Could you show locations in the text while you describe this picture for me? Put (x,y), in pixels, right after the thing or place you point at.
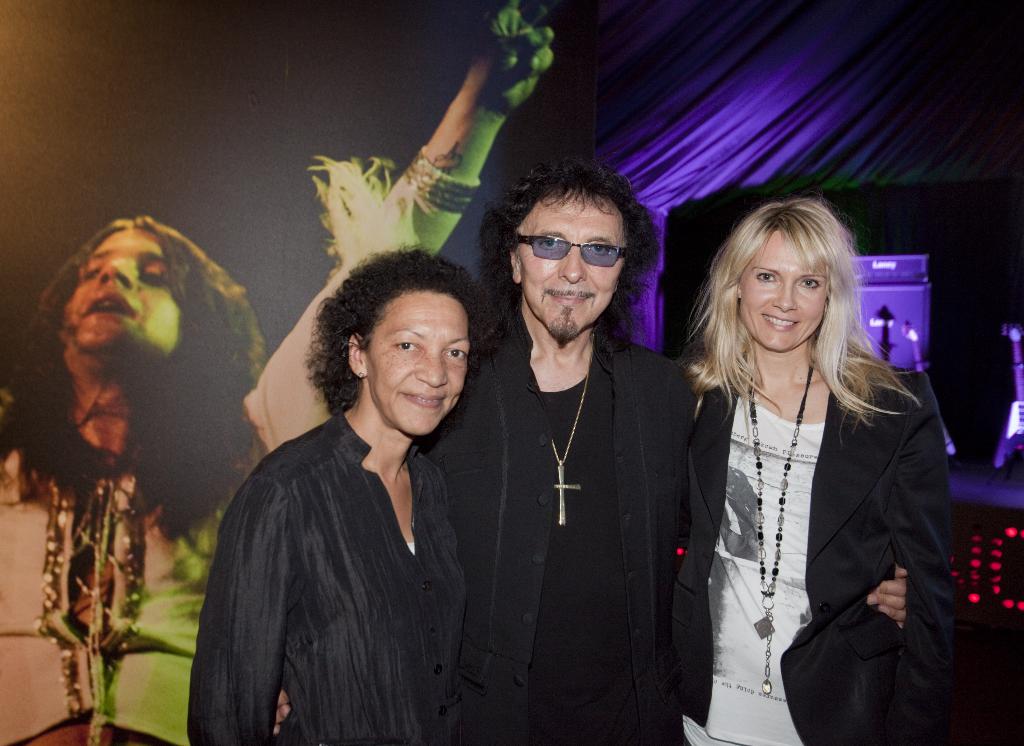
In this picture I can observe three members (494,423). Two of them are women (743,390) and one of them is a man (614,446), wearing spectacles (573,243). Three of them are wearing black color dresses (633,538). In the background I can observe purple color curtain (727,112).
